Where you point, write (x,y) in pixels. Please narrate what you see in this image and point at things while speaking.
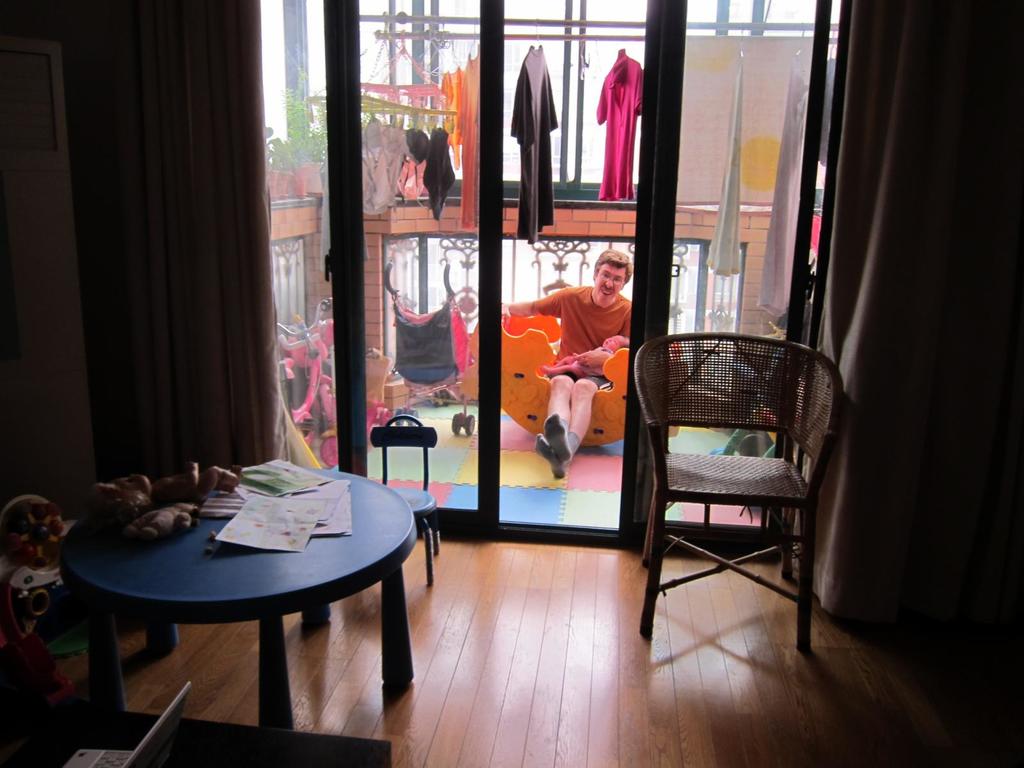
This is a room (324,513) in which there is a table (240,554) and chair (682,463). On the table (233,581) there are papers (306,519). This is door (413,284) and curtain (262,251) over it, behind the door (491,403) there is a person (585,335) sitting here. There are shirts (534,127) and clothes (624,80) hanging to the stick (547,35).
